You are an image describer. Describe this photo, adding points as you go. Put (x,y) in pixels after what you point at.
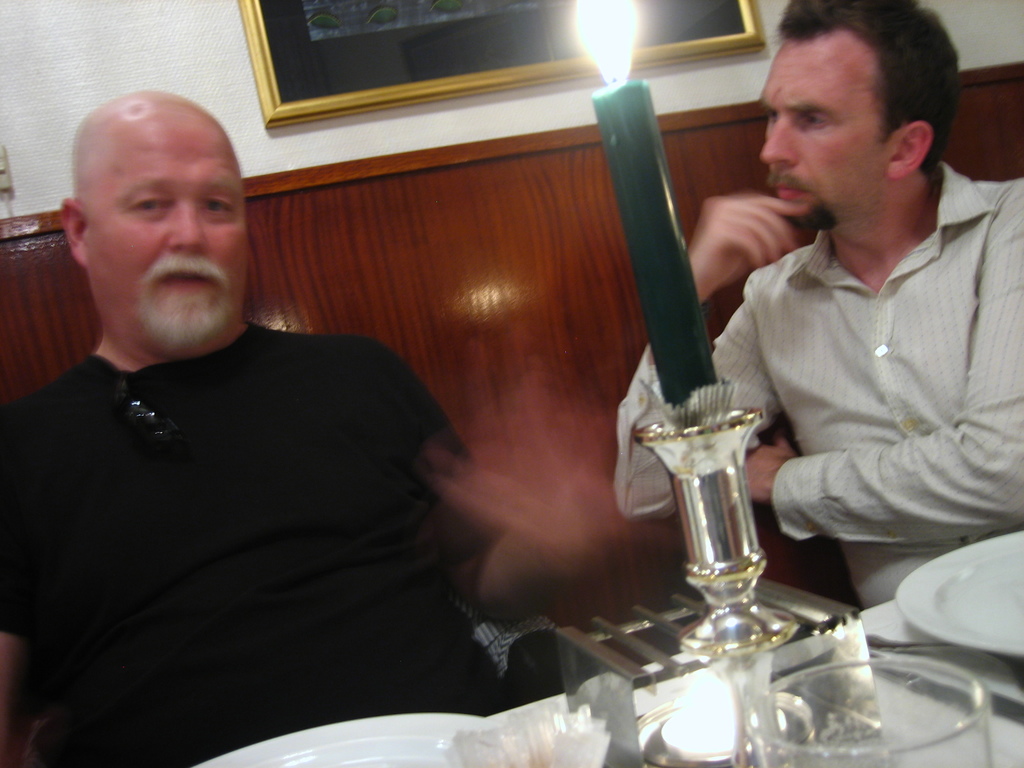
In this image I can see two men (650,398) where one is wearing white colour shirt (974,292) and one is wearing black dress (359,587). I can also see a glass (978,696), a plate (1005,574), a green colour candle (672,343) and on this wall (204,26) I can see a frame (318,68).
